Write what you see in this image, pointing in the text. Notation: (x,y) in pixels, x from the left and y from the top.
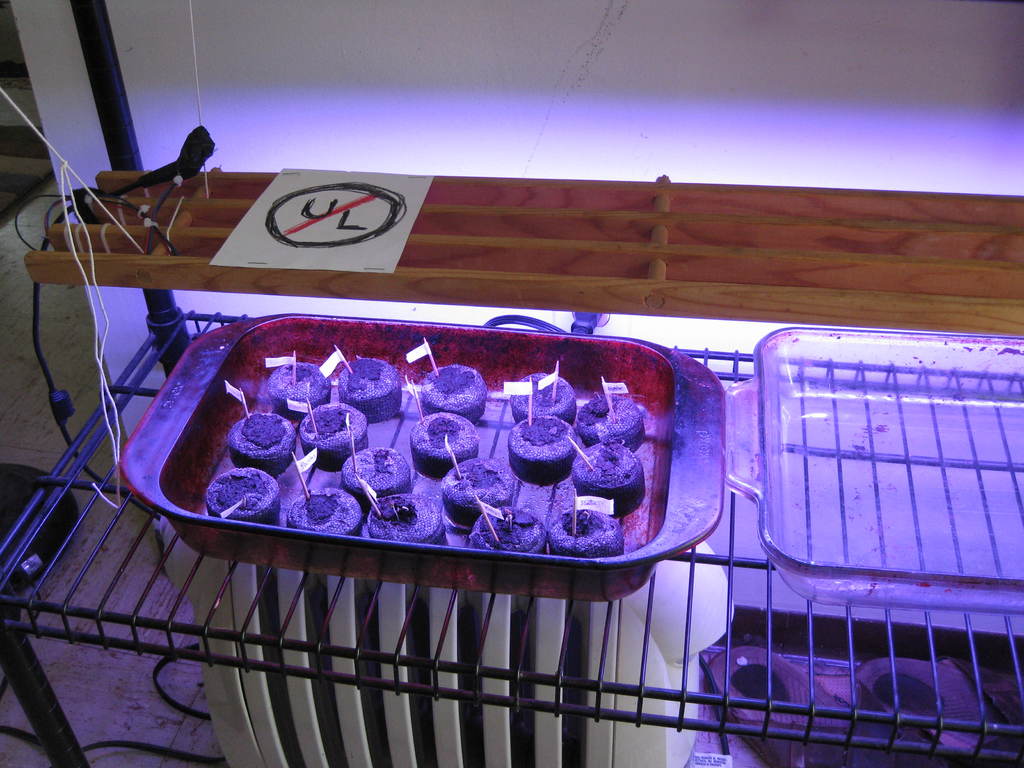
In the foreground of this picture (108,487) we can see a platter (705,389) containing some peat pellets (454,427) with labels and the platters (479,562) are placed on the top of the table (732,509) and we can see there are some items (428,730) placed under the table (856,742). In the background (331,78) we can see the wall (354,59), some wooden object (224,199), text (315,215) on the paper (280,233) and we can see the ropes (81,246), cable (84,213) and the ground (22,307).
